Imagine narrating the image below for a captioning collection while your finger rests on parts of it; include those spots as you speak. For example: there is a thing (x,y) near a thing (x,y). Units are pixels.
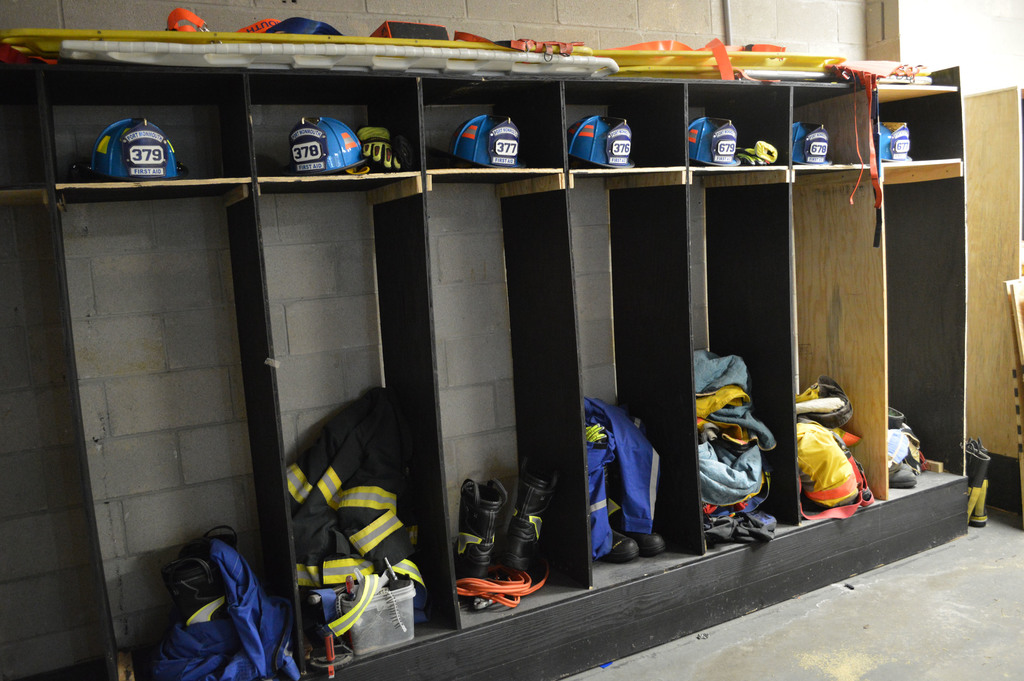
This image consists of cupboards (332,105). In which there are helmets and clothes (236,562) along with shoes (479,515) are kept. At the bottom (825,620), there is a floor (854,646). In the background (140,266), there is a wall (363,273).
